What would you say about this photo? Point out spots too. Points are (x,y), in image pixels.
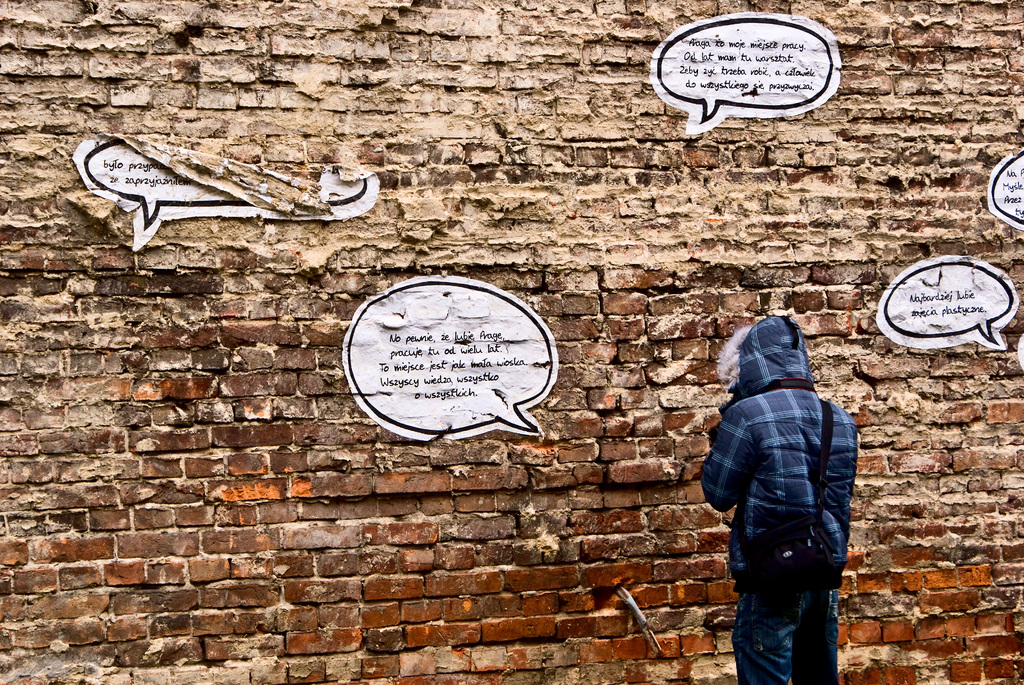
On the right side of the image (797,496), we can see a person (744,426) is wearing a bag (801,540) and standing near the brick wall (601,604). On the wall (252,230) we can see few posters (358,312) with some text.
